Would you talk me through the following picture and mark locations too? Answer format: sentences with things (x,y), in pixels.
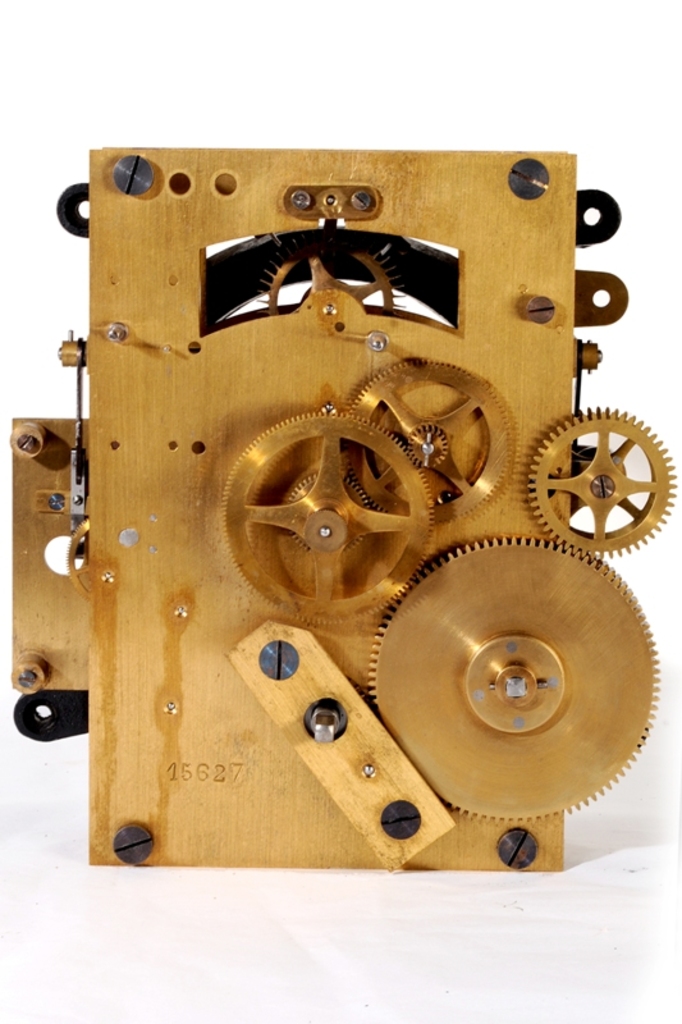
This is a machine (437,586).
